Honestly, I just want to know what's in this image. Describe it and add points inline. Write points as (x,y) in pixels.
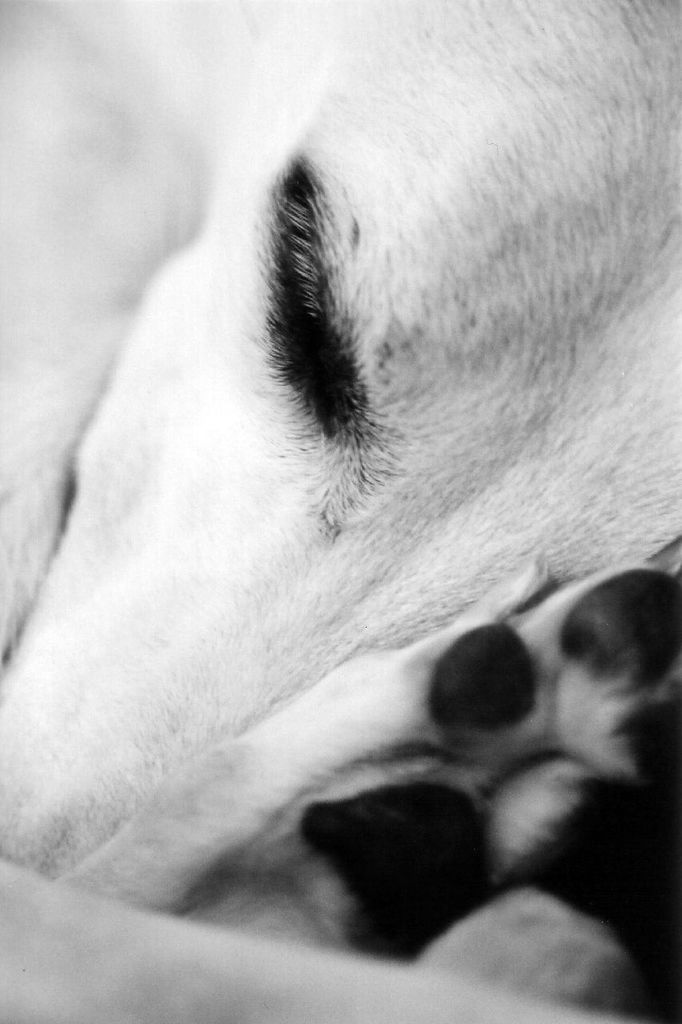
In this image I can see an animal (559,55) and I can also see this image is black and white in colour.
